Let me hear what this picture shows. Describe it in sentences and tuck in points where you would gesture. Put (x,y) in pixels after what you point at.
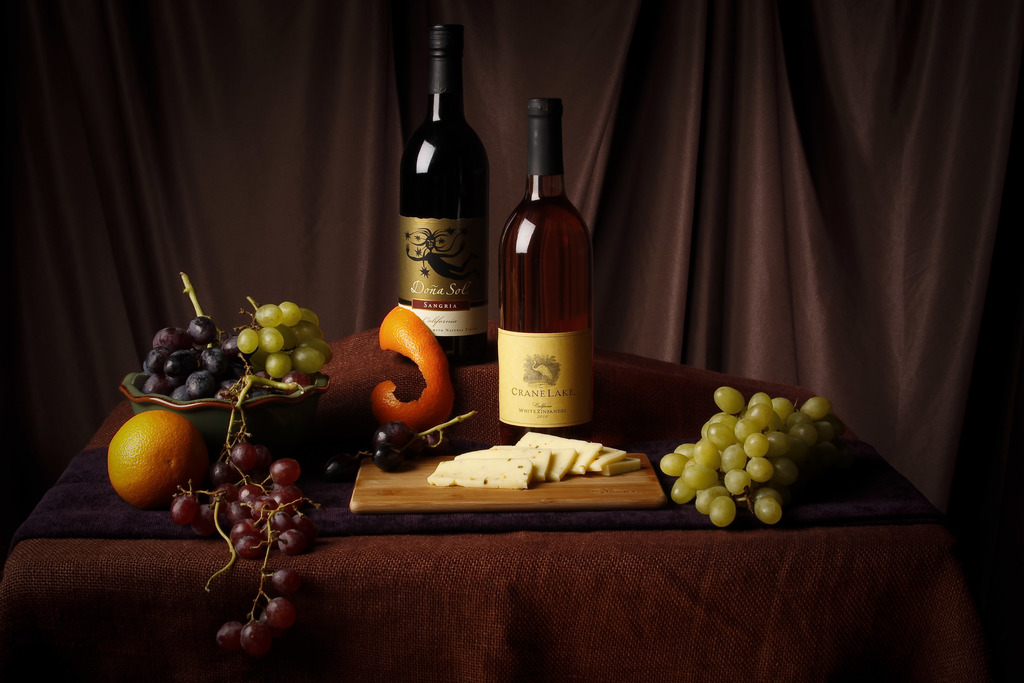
In this image I can see a cloth (438,514), on the cloth (98,457) I can see bottles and bowl (210,405), in the bowl (217,416) there are few bunch of grapes (236,363) visible, on the cloth (621,538) there few grapes (764,430), oranges (133,457) and cheese pieces (512,456) kept on it. In the background (198,153) I can see a curtain (368,145).
